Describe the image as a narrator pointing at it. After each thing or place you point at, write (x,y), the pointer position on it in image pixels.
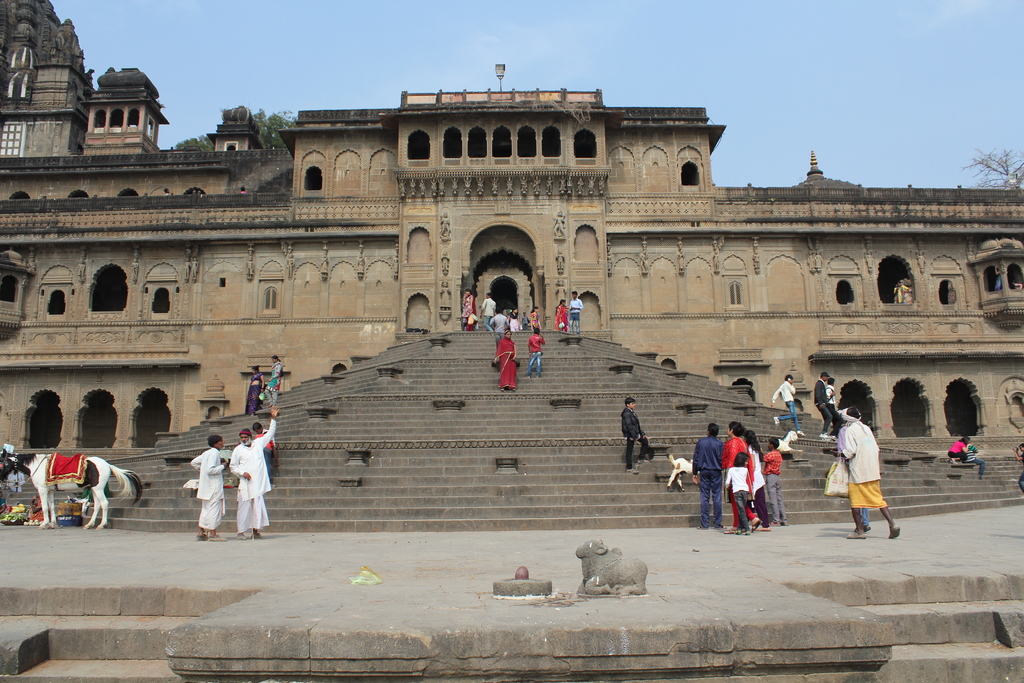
In this image there is a palace (353,267) and in the center (495,417) there is a staircase (499,473), and some persons (501,360) are walking. And on the left side (71,484) there is a horse (131,488), and in the center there is one dog (671,472). At the bottom (610,580) there is a statue (610,580), and in the background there are some trees (289,122), pole (502,86) and at the top of the image (281,84) there is sky (891,110).
